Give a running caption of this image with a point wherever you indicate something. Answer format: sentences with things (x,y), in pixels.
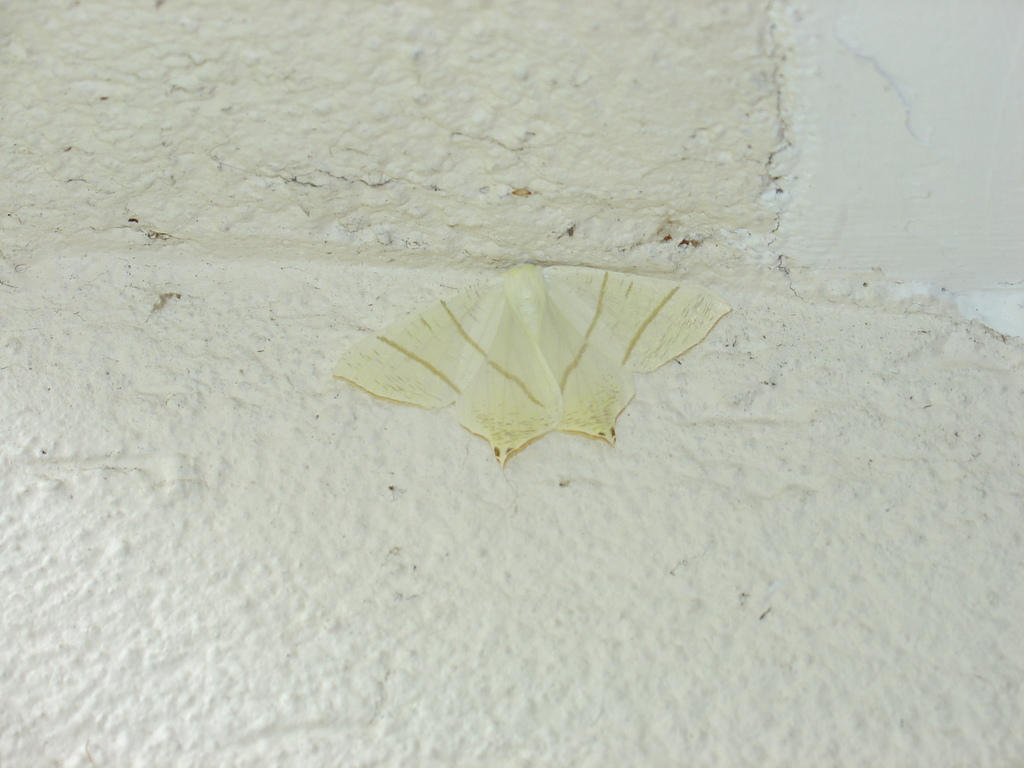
In this image I can see an insect (563,380) is on the white surface (236,511).
